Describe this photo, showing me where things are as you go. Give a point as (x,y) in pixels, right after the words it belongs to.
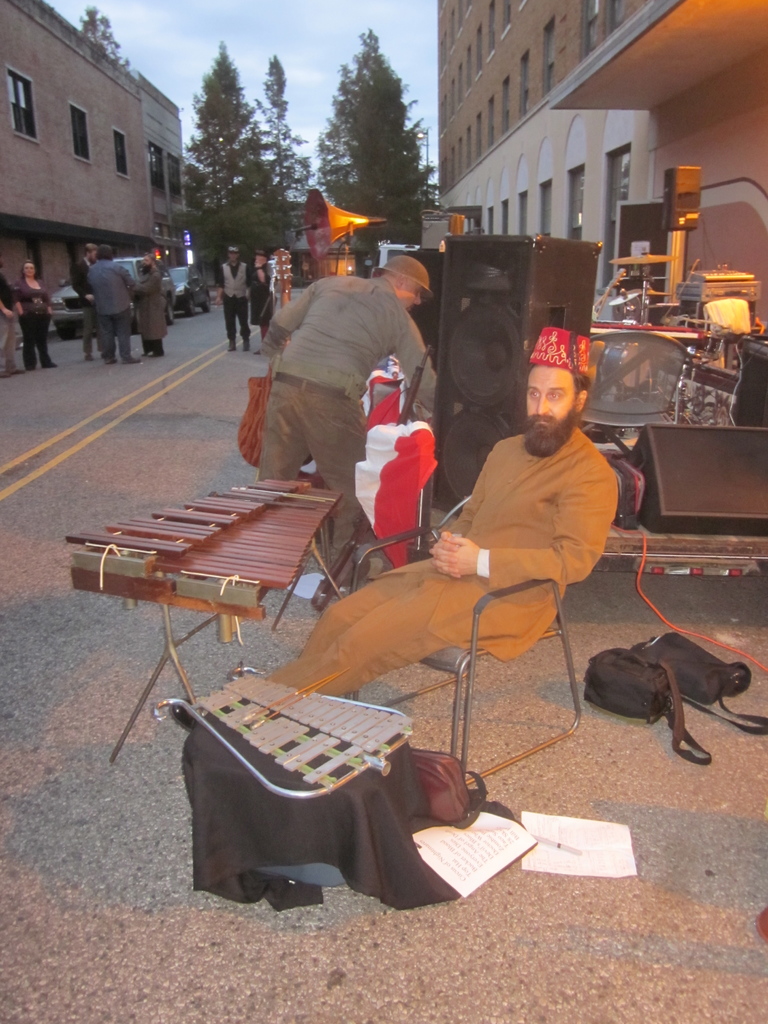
This image consists of many people (371,618). The man (381,612) wearing a brown dress (454,596) is sitting in a chair (475,631). In front of him, there are musical instruments (249,684). At the bottom (353,937), there is a road (350,921). Behind him, there is a speaker (558,315). On the left (112,161) and right, there are building (3,108). In the background (290,110), we can see trees (380,124) along with the sky (245,38).
